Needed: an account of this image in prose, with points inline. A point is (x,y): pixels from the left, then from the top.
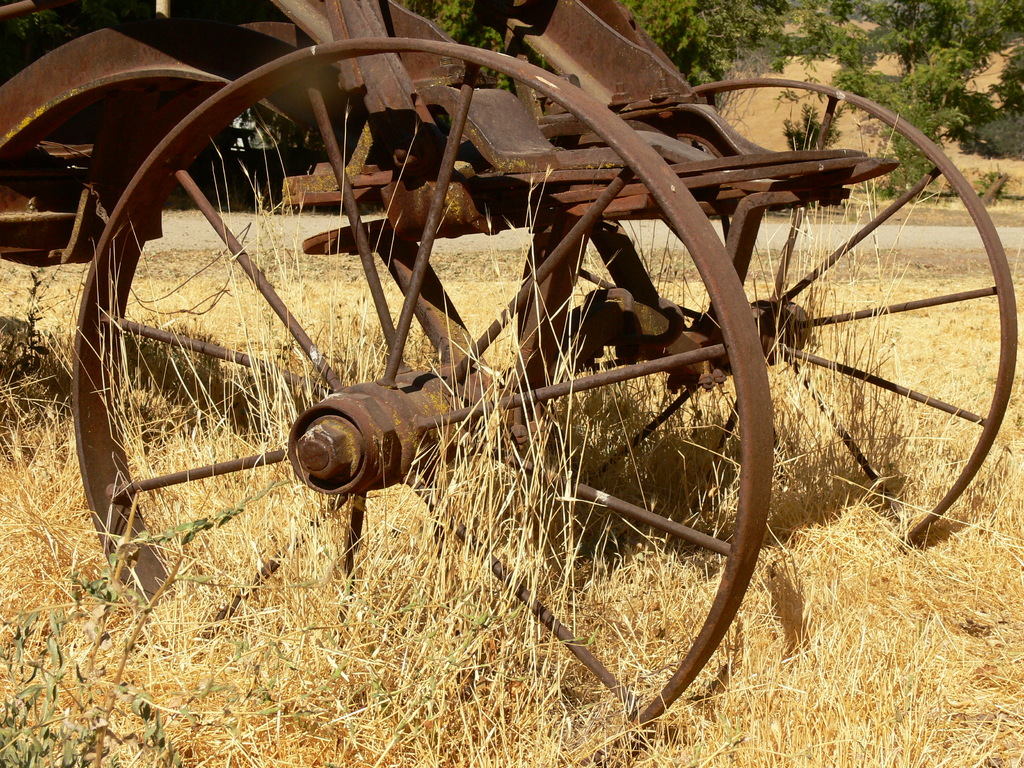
In this image there is a rusted vehicle (400,105) on the dried grass (566,369), and in the background (972,56) there are trees (733,40).
